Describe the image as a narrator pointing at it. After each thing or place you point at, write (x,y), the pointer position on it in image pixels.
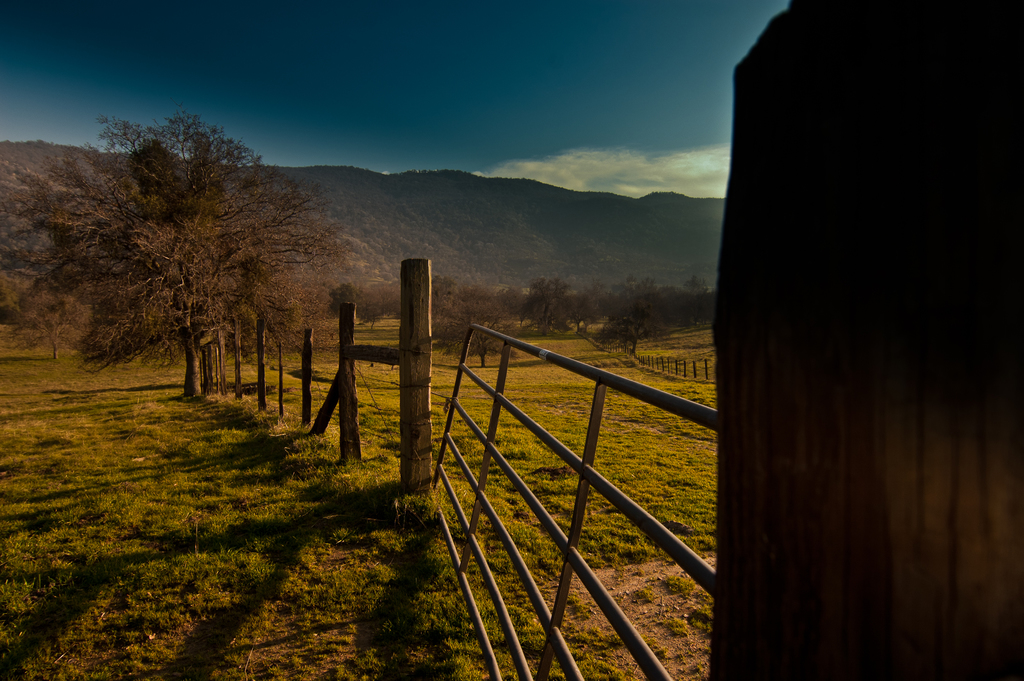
In this image, we can see trees (238,192), hills (377,203), poles (239,346) and a railing (558,442). At the top (493,141), there is sky (537,106) and at the bottom (156,558), there is ground (131,528).
